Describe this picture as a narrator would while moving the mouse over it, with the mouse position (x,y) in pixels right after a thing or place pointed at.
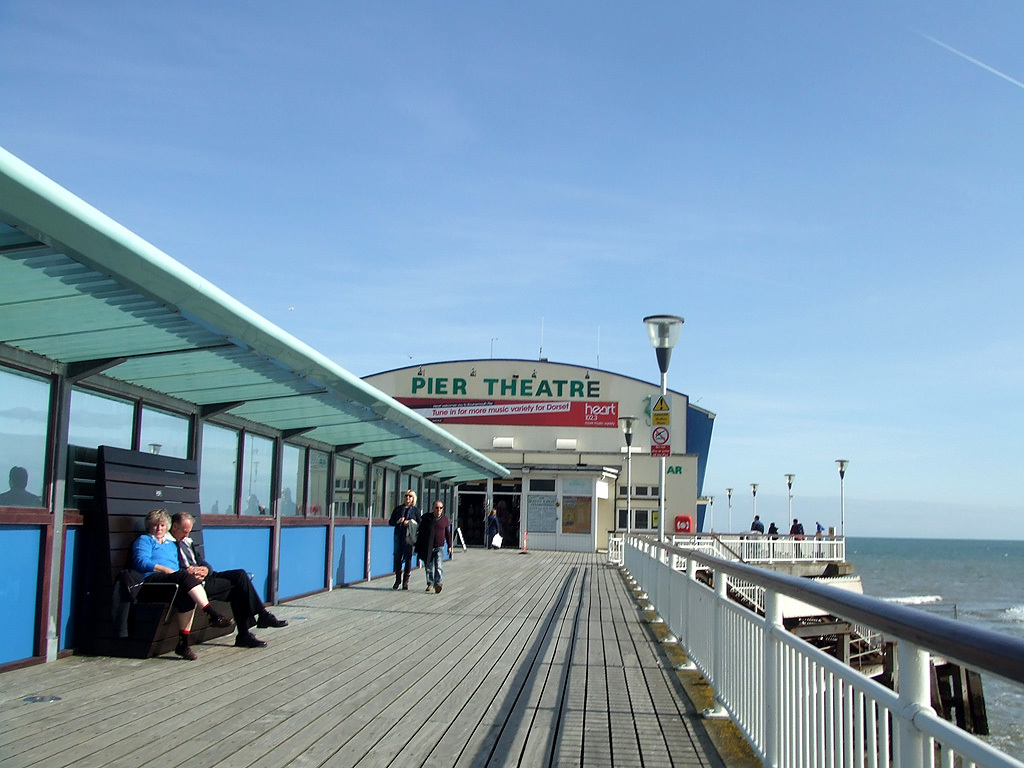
In this picture there are two persons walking and there are two persons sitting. At the back (818,537) there is text (443,392) on the wall (546,474) and there are street lights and there are boards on the poles (665,470) and there are group of people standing behind the railing (732,548). At the top (816,175) there is sky (612,221) and there are clouds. At the bottom (1017,557) there is water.
